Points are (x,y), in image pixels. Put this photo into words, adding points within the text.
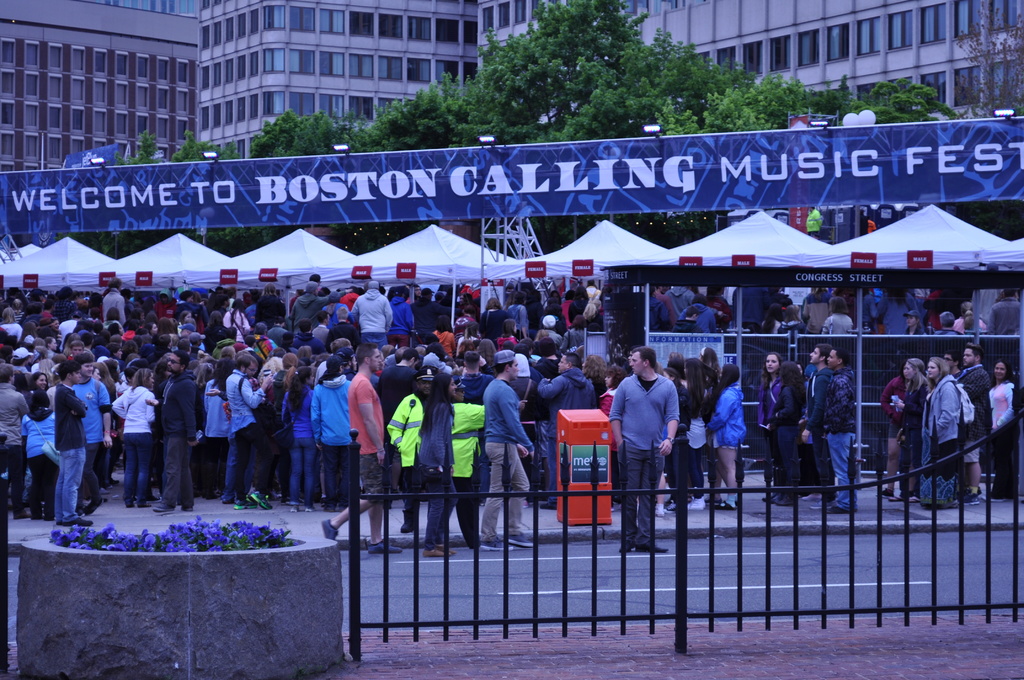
In this image there are people (427,409) standing on the pavement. Middle of the image (452,265) there are tents (420,261). There is a board (457,171) attached to the metal rods (496,242). On the board (195,189) there is some text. Few lights (101,161) are attached to the board (685,168). There is an object (576,437) on the pavement (571,536). Few people (442,514) are on the road (870,537). Bottom of the image (713,622) there is a fence (744,616) on the pavement (526,652). Left bottom there are plants (197,545) surrounded by a wall (177,558). Background (688,110) there are buildings (293,90) and trees (546,67).
